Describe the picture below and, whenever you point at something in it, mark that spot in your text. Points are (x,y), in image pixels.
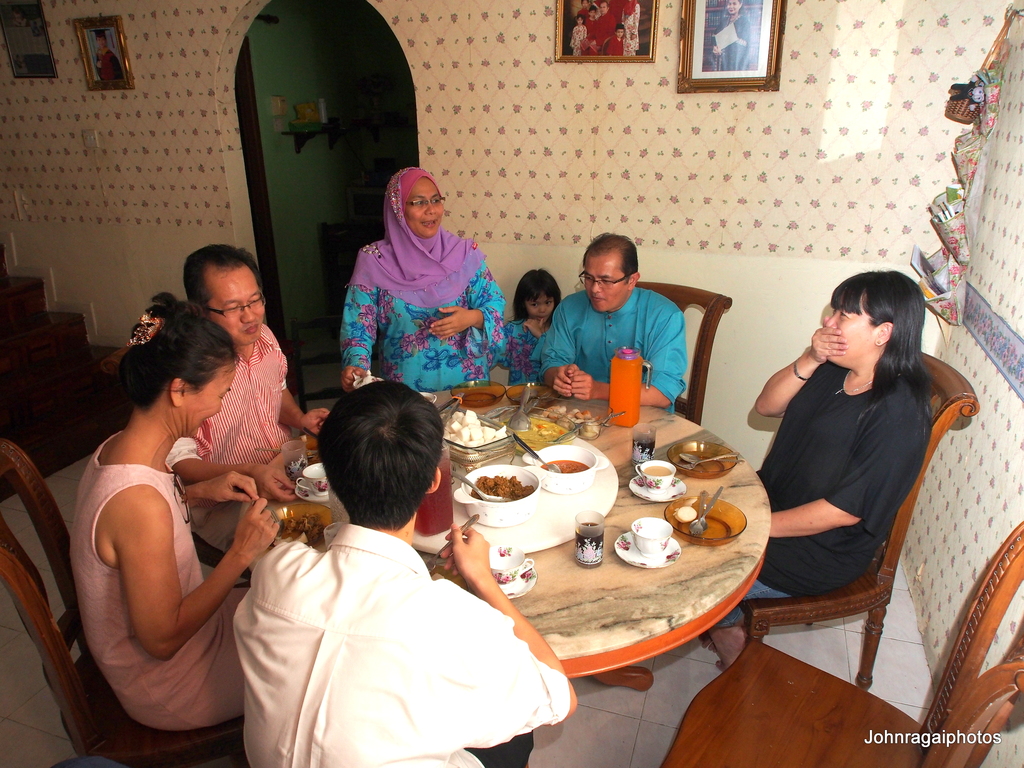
This picture is clicked inside the room (601,118). Here, we see many people (424,311) sitting in chair (645,293) and having their food (513,499). In front of them, we see a dining table (632,584) on which cup (647,536), saucer (656,566), bowl (742,523), spoon (700,506), plate (549,499), food (512,485), water bottle (627,364) is placed on it. Behind them, we see a wall (665,205) on which two photo frames (698,40) are placed on it and on the left top of the picture (116,67), we even see two more frames (16,12). Beside that, we see another room (312,174) and on the left middle of the picture (65,355), we see staircase (56,370).
